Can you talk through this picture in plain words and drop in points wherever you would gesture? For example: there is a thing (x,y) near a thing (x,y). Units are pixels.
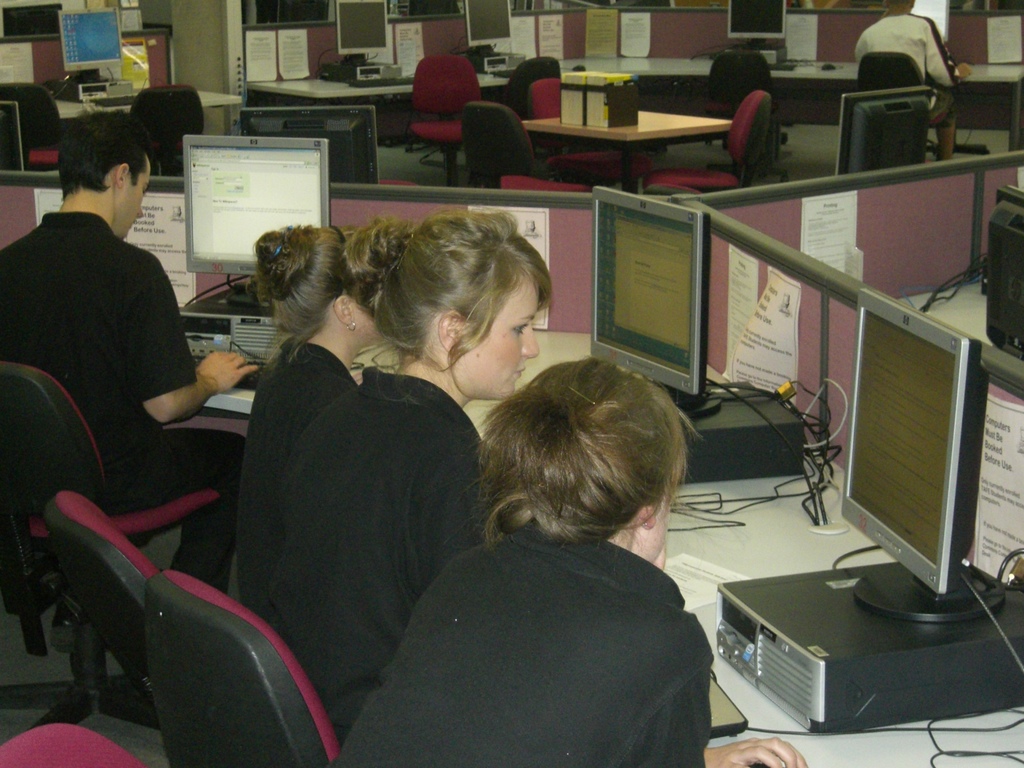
In this image we can see cabins (847,60). People (543,471) are sitting and working on the computers (698,463). At the top of the image (430,76), we can see chairs (416,86), table (633,129), papers (130,47), monitors (116,55) and one file holder (592,96).
